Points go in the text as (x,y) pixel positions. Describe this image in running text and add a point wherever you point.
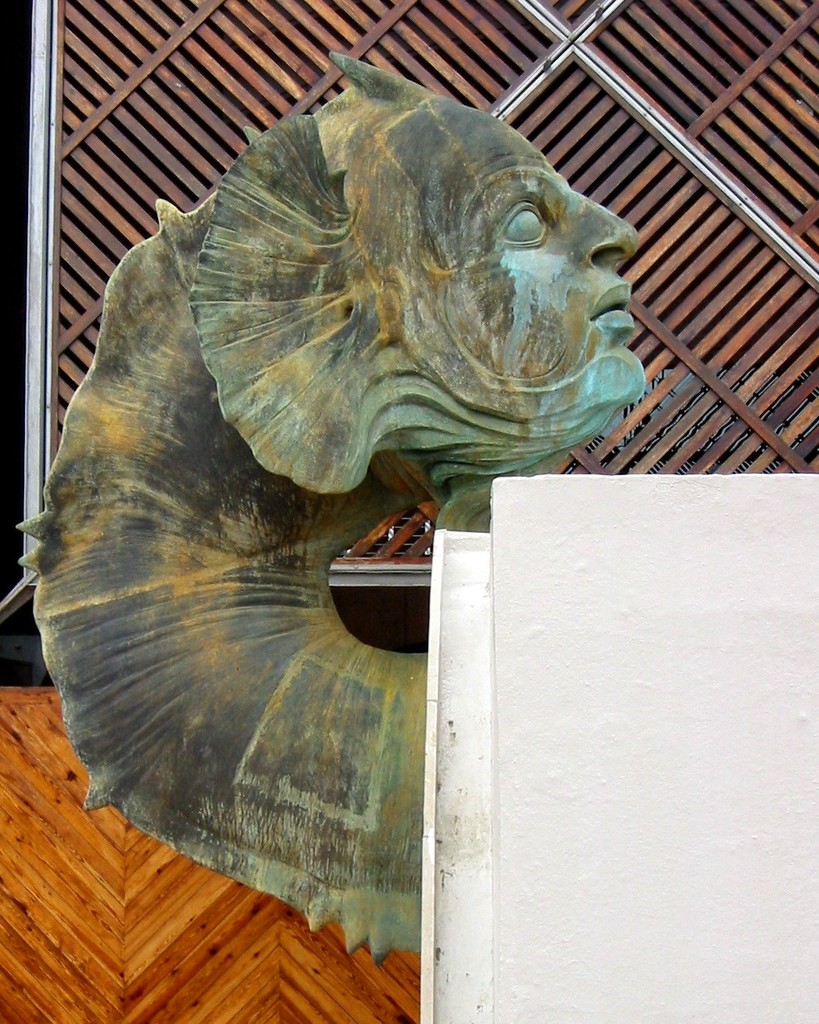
There is a statue (402,409). On the right side (672,785) there is a white wall (537,812). In the background (57,818) there is a wooden wall (745,272).
